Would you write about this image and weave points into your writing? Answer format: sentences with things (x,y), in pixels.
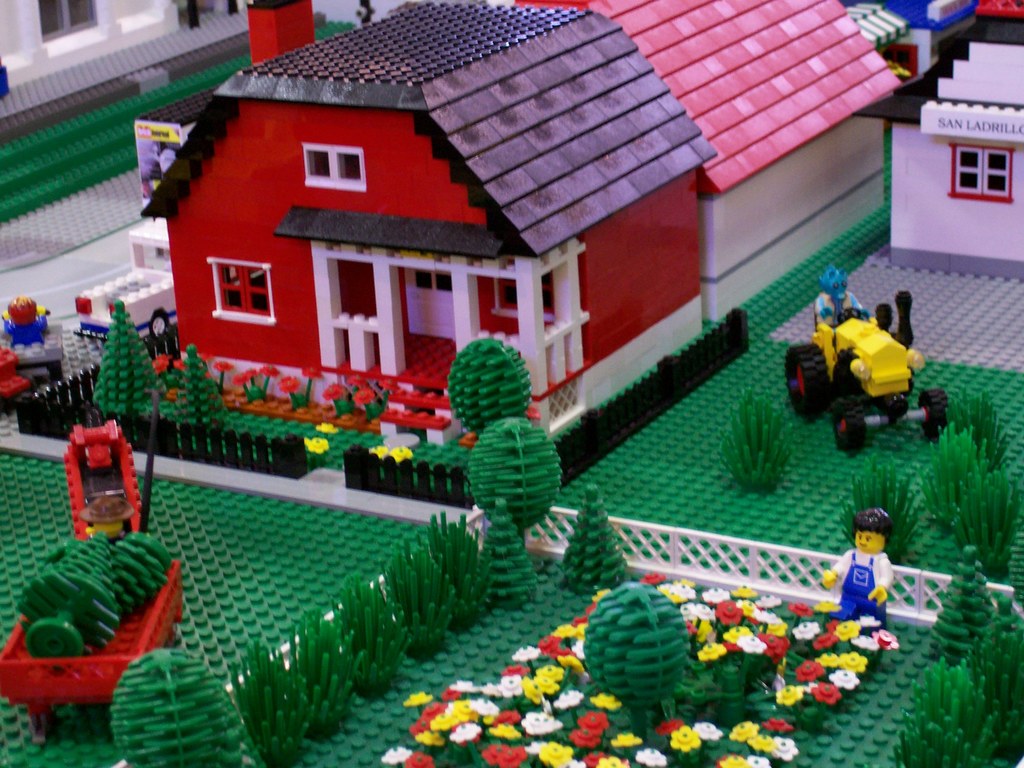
In this picture we can see the Lego (760,683). In the foreground (441,689) we can see the plants (389,603), flowers (845,635) and the grass (695,483), we can see a person (871,596) standing on the ground (458,654). On the left (145,565) there is a red vehicle (52,669) containing some plants (157,586). In the background (882,166) we can see the houses (363,130), windows (312,163) of the houses (359,273) and we can see the door (446,301) and the railings (59,410) and a person (839,299) seems to be riding a tractor (899,408) and we can see many other objects (10,359) and a person (41,318) and a vehicle (144,323).
